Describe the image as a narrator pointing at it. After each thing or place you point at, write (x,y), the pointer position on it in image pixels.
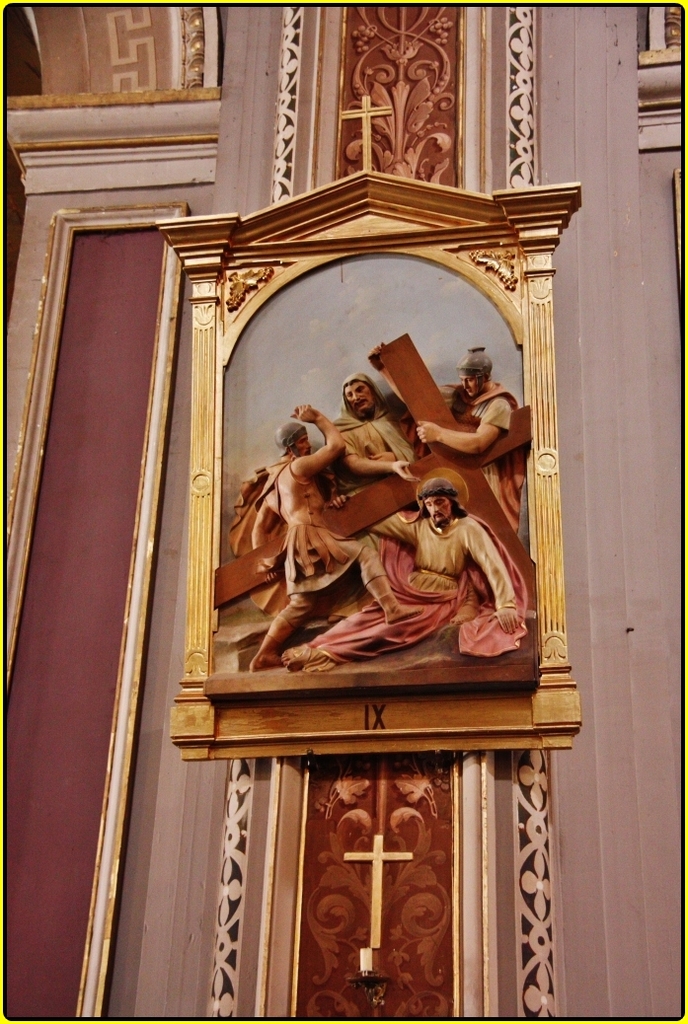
In this image there is a wall (277,52) and we can see a frame (416,641) placed on the wall (410,860) and there are carvings (437,101) on the wall (472,909).
